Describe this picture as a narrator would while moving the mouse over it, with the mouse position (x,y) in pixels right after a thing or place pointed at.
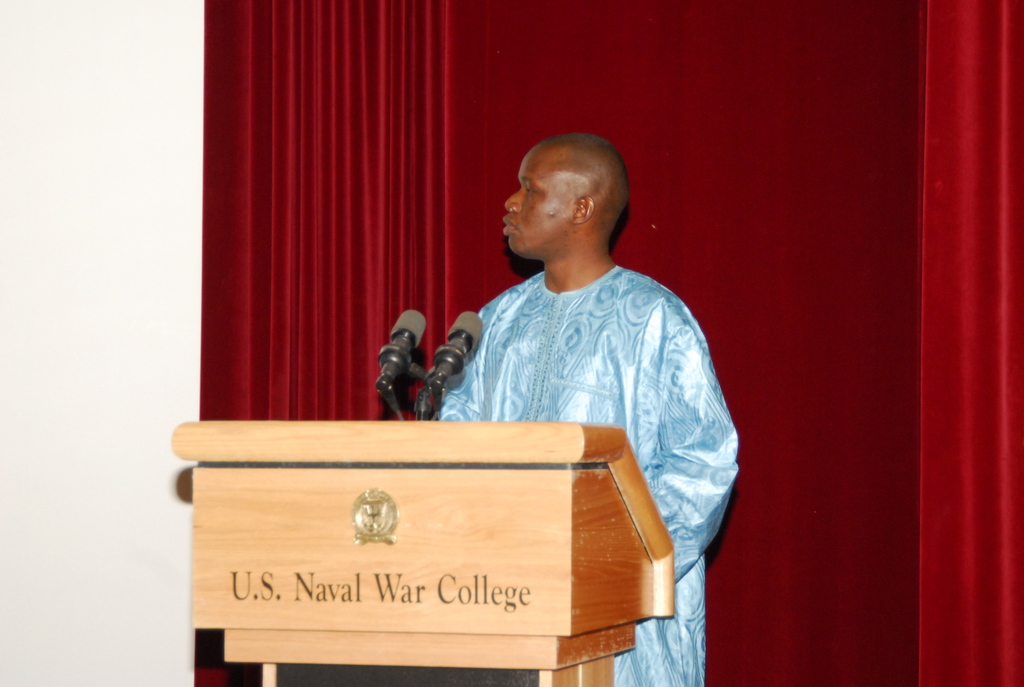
In this picture there is a person (698,654) standing behind the podium (361,570) and there are microphones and there is a text (436,589) on the podium (436,589). At the back (1007,200) there is a red color curtain (767,130). On the left side of the image (126,479) there is a wall (114,220) and there is a shadow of the podium (204,479) on the wall (183,480).
